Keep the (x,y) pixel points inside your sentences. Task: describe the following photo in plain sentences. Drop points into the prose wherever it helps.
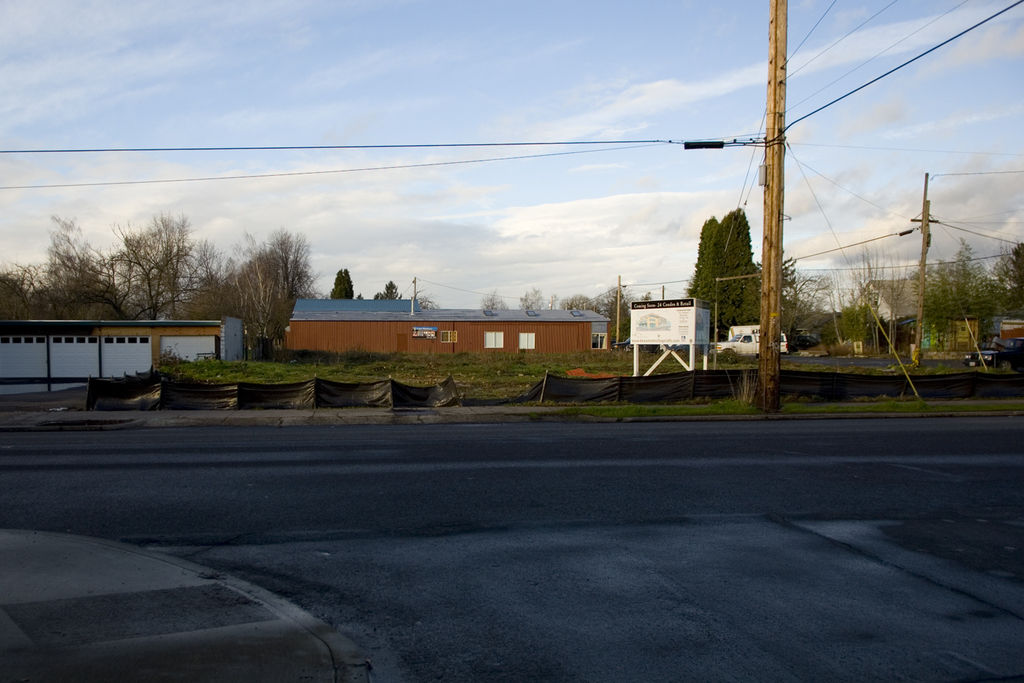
In this picture we can see the road (506,444) with electric poles (769,406) and wires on the side. In the background (17,331), we can see many houses (53,323), trees (252,337) and sign boards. The sky (821,40) is blue.
